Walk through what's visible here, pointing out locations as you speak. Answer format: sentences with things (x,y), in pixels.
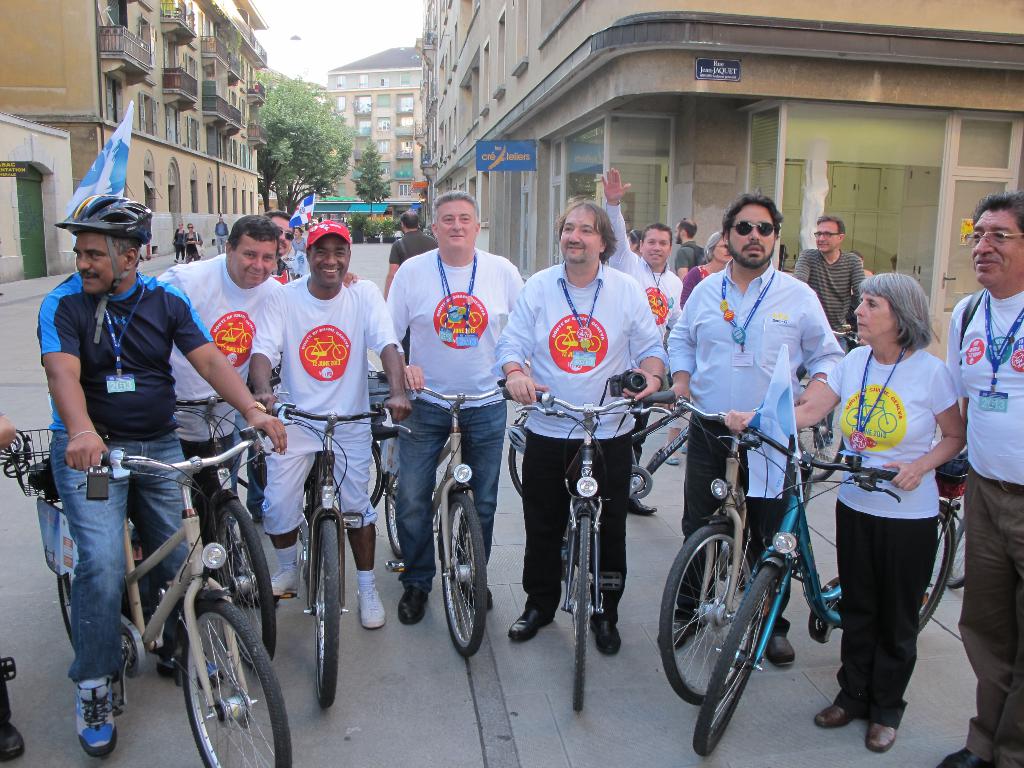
In the middle of the image (613,265) few people (781,332) are standing and holding bicycles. Behind them few people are standing and walking. At the top of the image (253,28) we can see some buildings (523,63), trees (283,147) and plants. Behind the buildings (241,67) we can see the sky (287,75).
